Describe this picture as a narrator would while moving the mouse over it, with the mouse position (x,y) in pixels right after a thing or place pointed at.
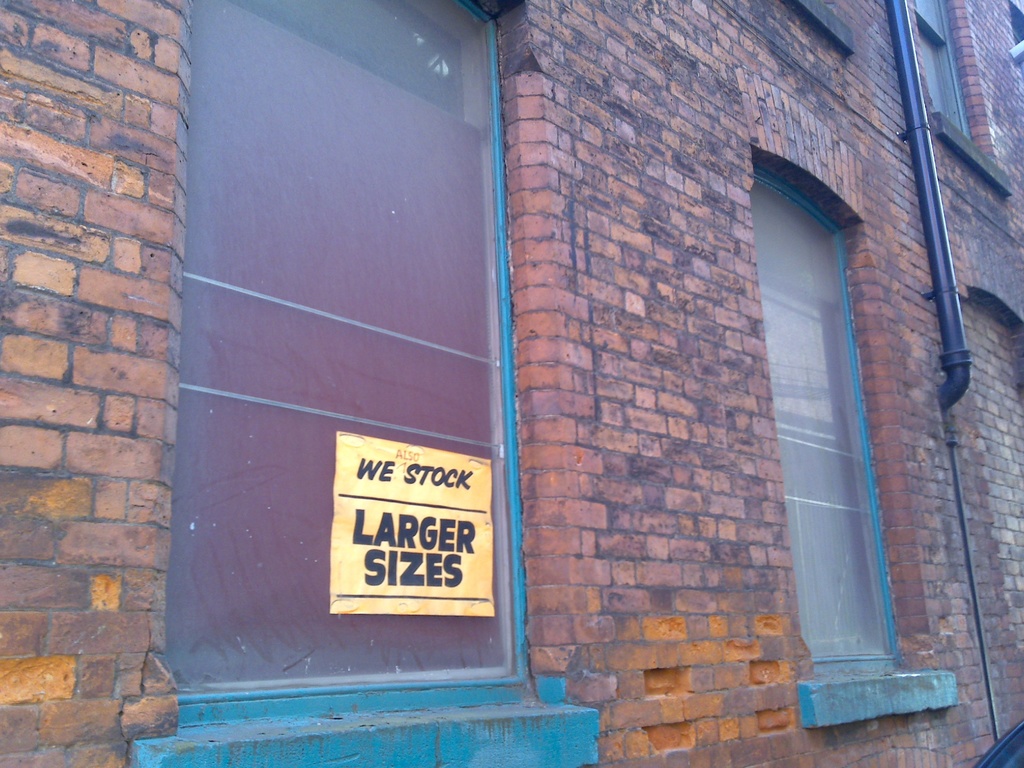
In the picture I can see a building (616,539) which has windows (330,654) and a pipe (960,357). I can also see a yellow color object (414,537) which has something written on it.
